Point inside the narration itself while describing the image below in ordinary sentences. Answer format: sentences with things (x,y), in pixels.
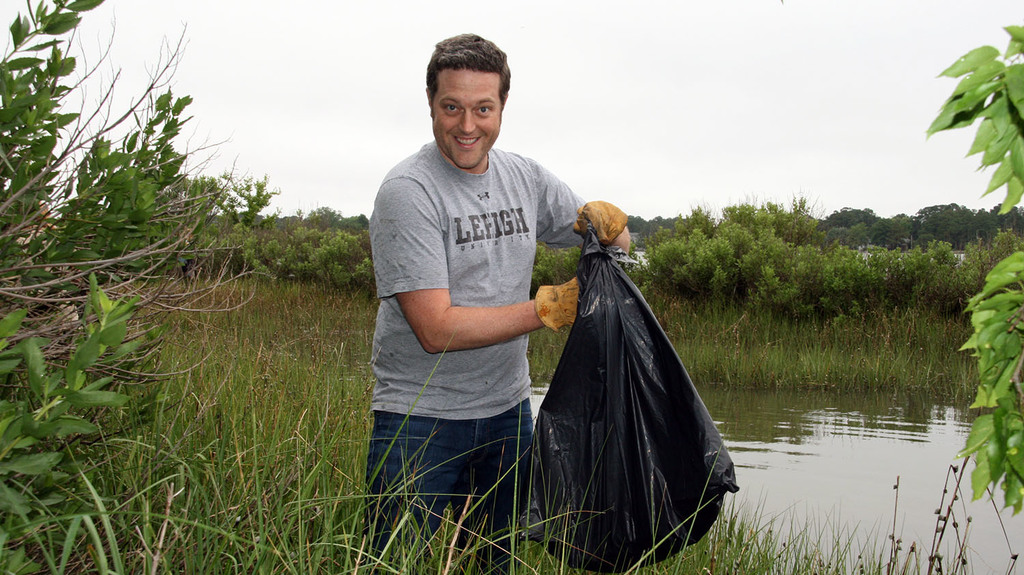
In this picture we can see a man (494,427) is standing and smiling, he is holding a plastic bag (641,431), there is grass (354,451) at the bottom (287,472), on the right side (903,497) we can see water (936,500), in the background (240,216) there are some trees (254,217), we can see the sky (594,30) at the top of the picture (613,62).
